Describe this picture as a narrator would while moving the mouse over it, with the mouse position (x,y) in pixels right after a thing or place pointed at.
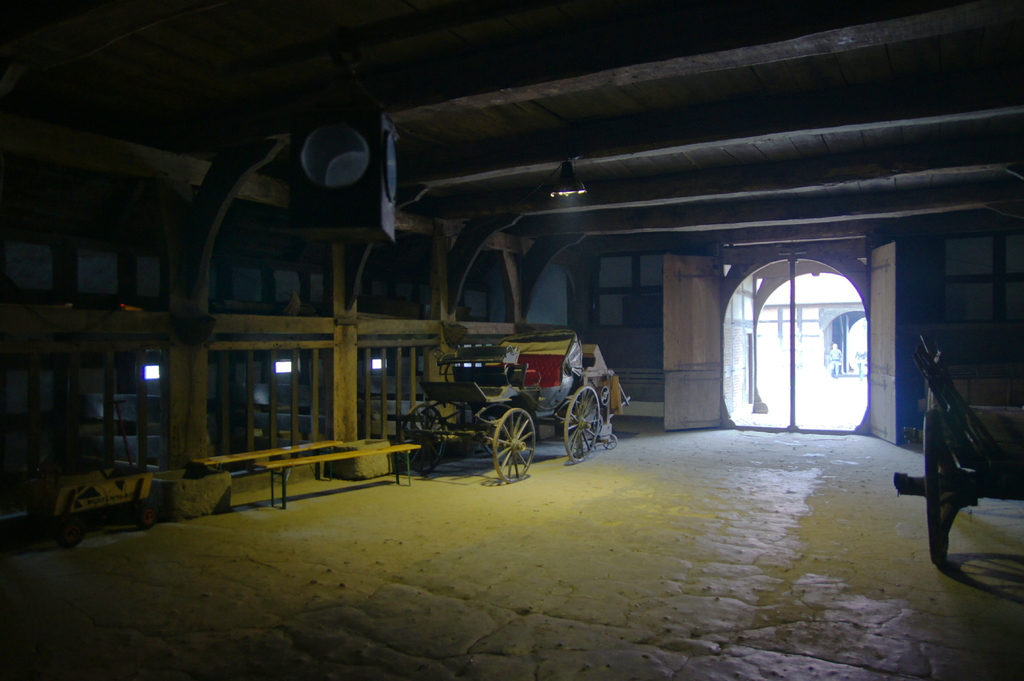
In the middle (425,382) there is a cart (532,412), on the right side (748,276) there is an entrance (817,365) with the glass door (798,373). On the left side (215,461) there are benches (271,475).
